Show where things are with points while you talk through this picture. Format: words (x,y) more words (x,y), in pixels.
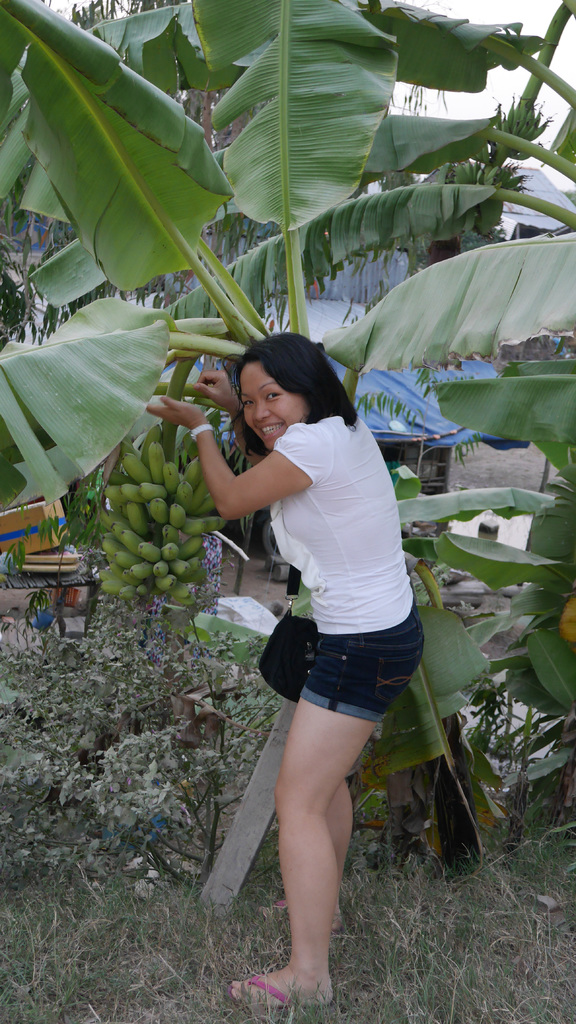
In the image we can see there is a woman (317,846) standing on the ground (356,912) and the ground (522,912) is covered with grass (253,893) and plants (507,579). There are bunch of bananas (112,495) on the tree (373,751).
